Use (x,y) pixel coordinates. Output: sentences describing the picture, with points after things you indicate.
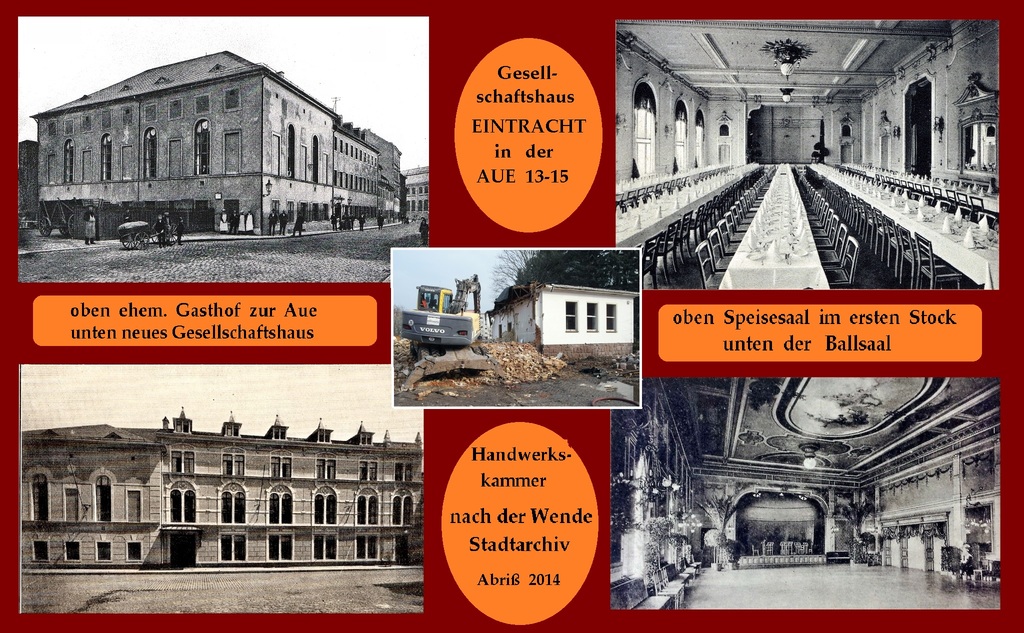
This is an edited image with the borders (415,1). On the left (230,368) we can see the pictures (236,185) of buildings (198,99) and group of persons (284,214). On the right (829,83) we can see the pictures (705,141) which is clicked inside and we can see the tables (788,214), chairs (921,257) and objects (779,184) placed on the top of the tables (779,200). At the top (747,53) we can see the roof (814,78), chandeliers (805,463) and many other objects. In the center (480,302) there is a crane (471,332) and we can see the sky (484,267), trees (544,268) and a house (538,341) and we can see the text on the image.
